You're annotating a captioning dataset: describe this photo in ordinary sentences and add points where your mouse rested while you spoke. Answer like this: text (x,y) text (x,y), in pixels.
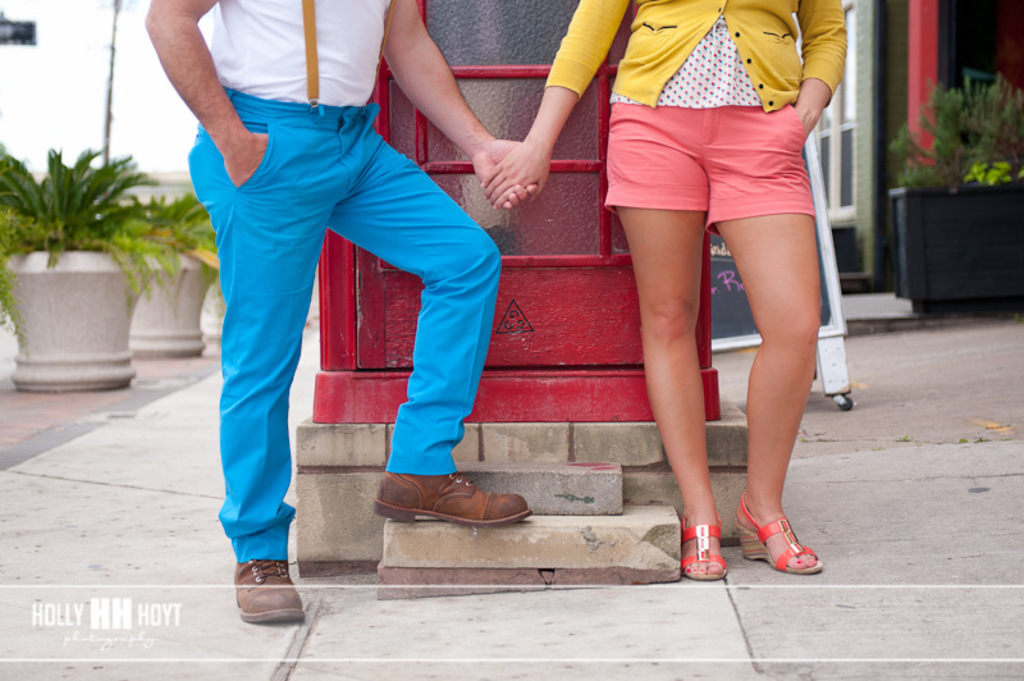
In this picture we can see couple (482,360), standing in the front (537,167) and holding their hands (530,163). Behind there is a red phone booth (515,318). Beside there are some white plant pots (108,320).
